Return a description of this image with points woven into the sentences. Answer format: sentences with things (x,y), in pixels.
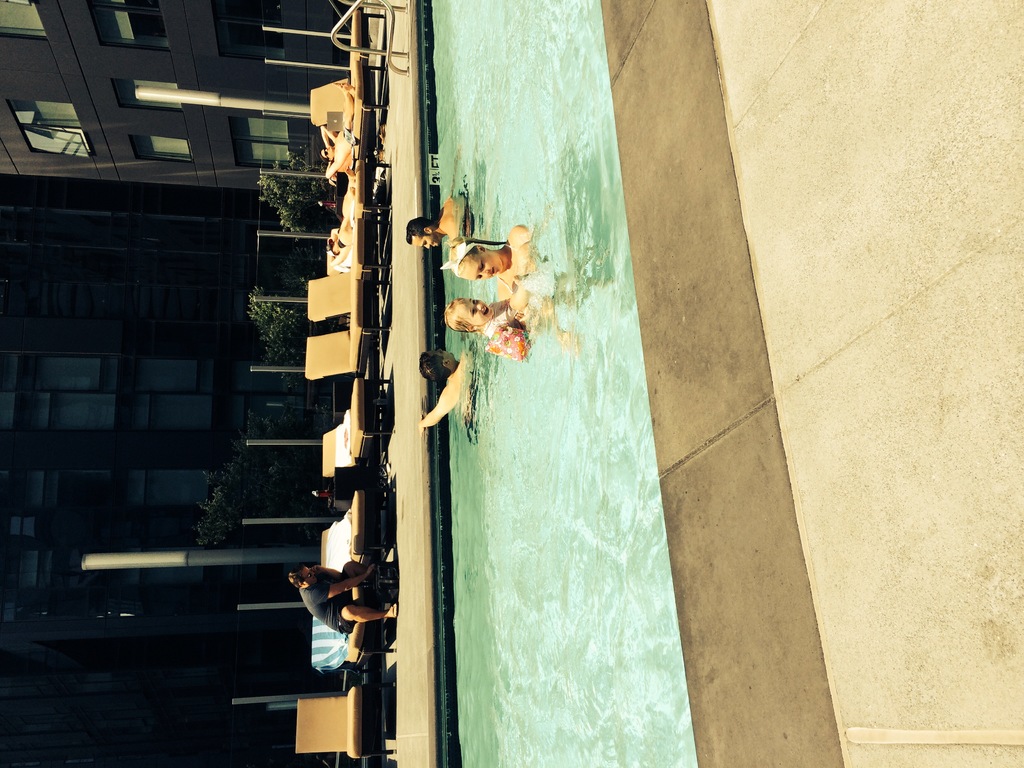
In this picture there are people (437,238) in a swimming pool (469,381). We can see rods (339,36), chairs (329,468), people (364,618), poles (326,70) and fence (283,518). In the background of the image (193,229) we can see buildings (52,254) and trees (212,533).
